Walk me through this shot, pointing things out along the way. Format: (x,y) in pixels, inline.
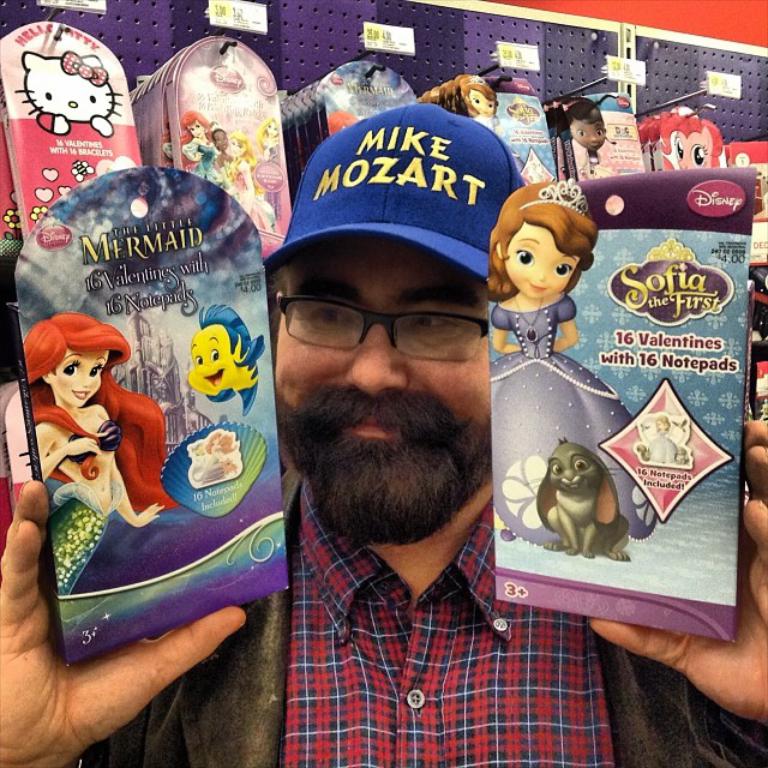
In the middle of the image (338,291) a man (392,205) is standing and holding two notepads (734,376). Behind him we can see a rack (322,26), in the rack (311,28) we can see some notepads (216,72).
